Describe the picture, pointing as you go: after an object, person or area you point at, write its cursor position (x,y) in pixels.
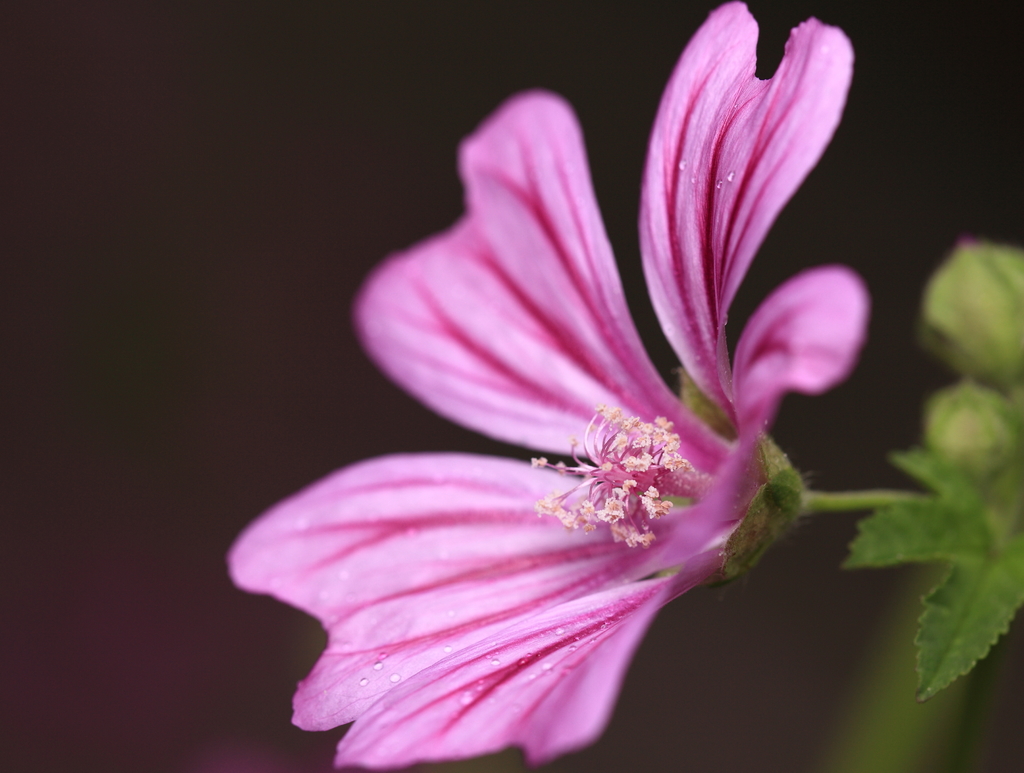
In this image I can see there is a flower (561,566) and leaf (917,521) and buds (936,316). And there is a dark background (359,396).
